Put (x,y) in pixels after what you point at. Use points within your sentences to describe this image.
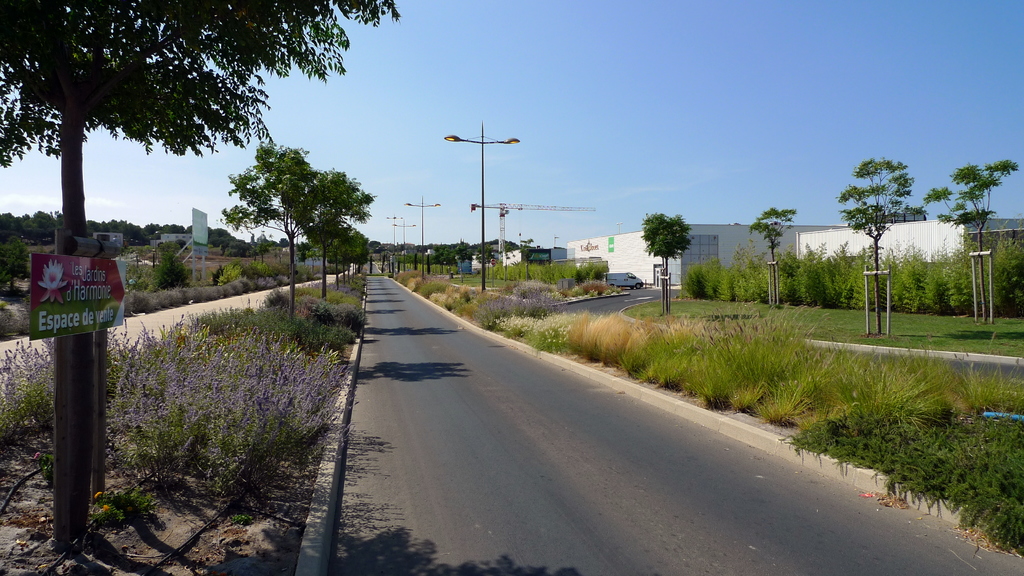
In this image I can see trees (214,21) in green color, light pole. At right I can see buildings (607,248) in white color, at top (618,100) sky (626,128) is in blue color.
